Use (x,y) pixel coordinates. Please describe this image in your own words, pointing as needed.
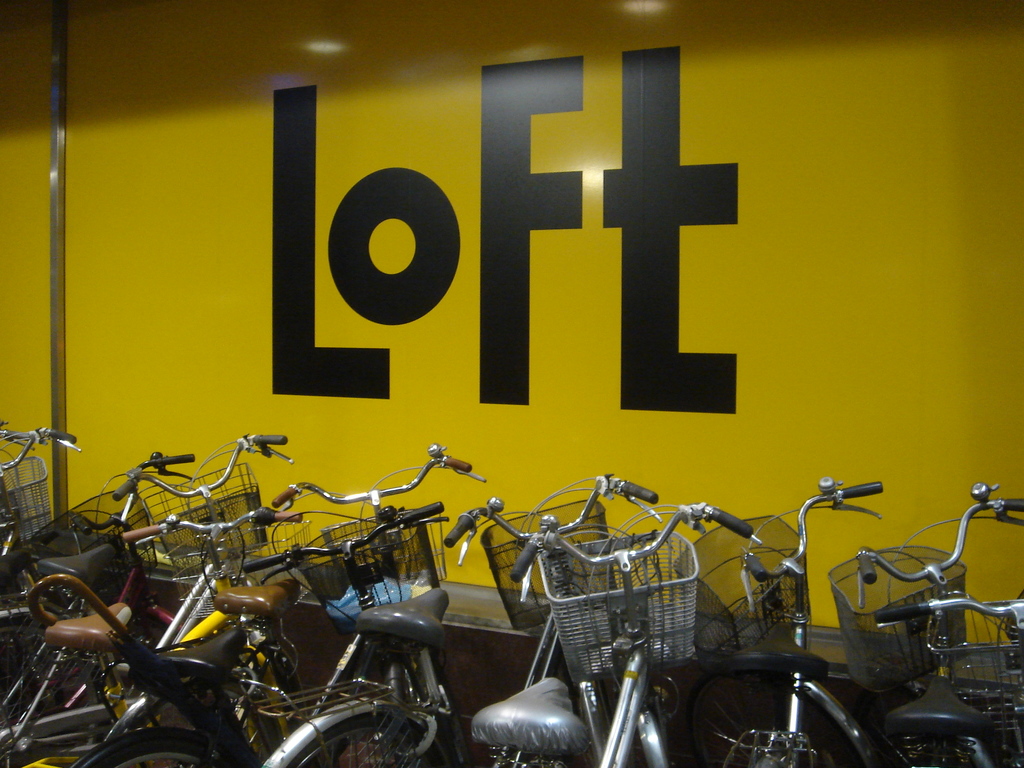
In this picture, we can see a few bicycles (348,578), and we can see the wall (197,361) with some text (519,128) on it.
